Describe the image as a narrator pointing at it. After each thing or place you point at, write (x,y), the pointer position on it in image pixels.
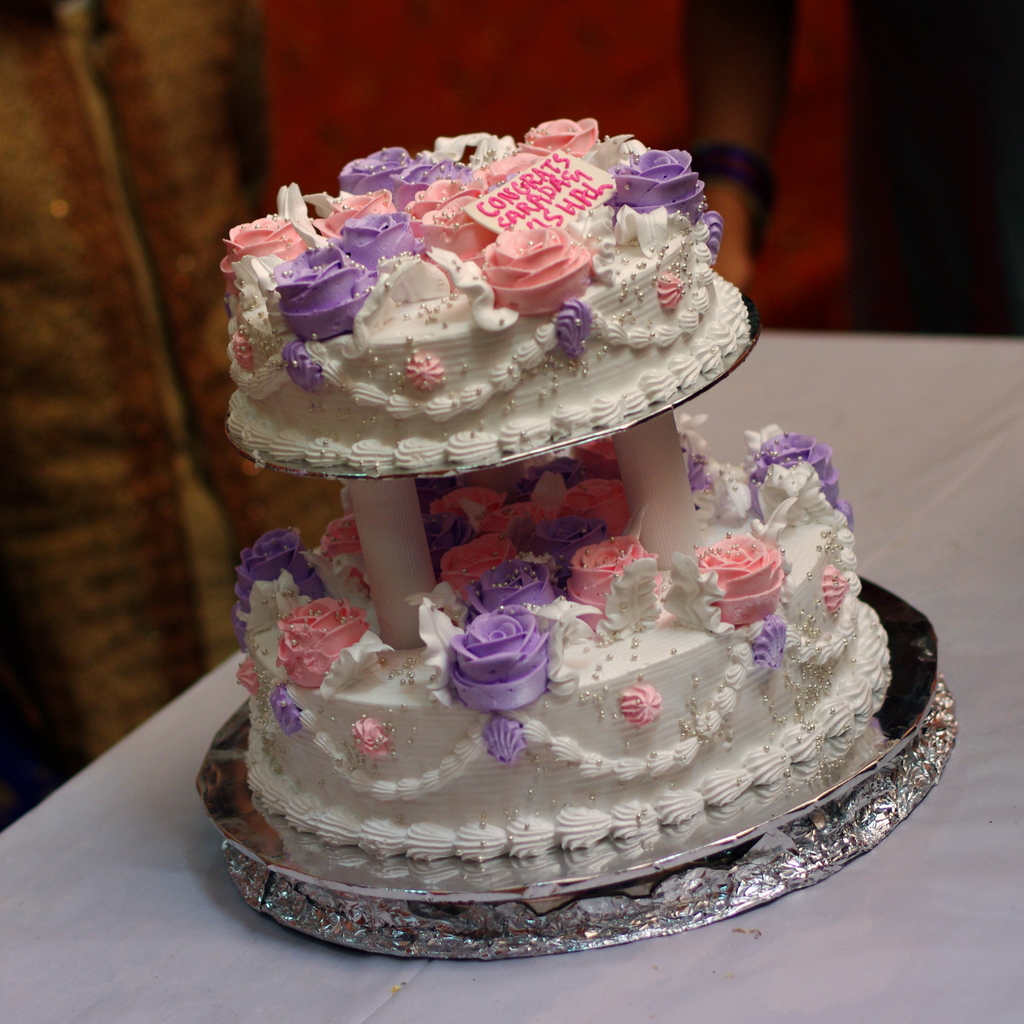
In this picture there is a cake (497,613) on the table (701,933) and there is text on the cake (562,256) and the table (624,992) is covered with white color cloth (969,829). At the back (700,53) there are two persons (763,97) standing.
